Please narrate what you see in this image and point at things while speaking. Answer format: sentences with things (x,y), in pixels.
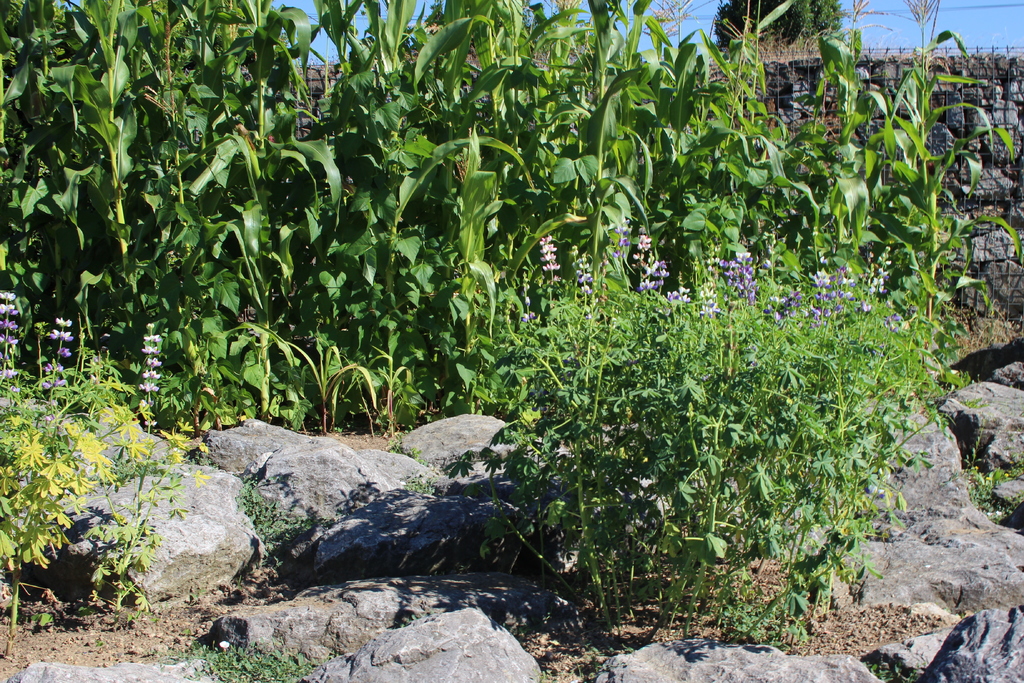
Here we can see rocks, plants (574,239), mesh (964,93) and flowers (549,269).
